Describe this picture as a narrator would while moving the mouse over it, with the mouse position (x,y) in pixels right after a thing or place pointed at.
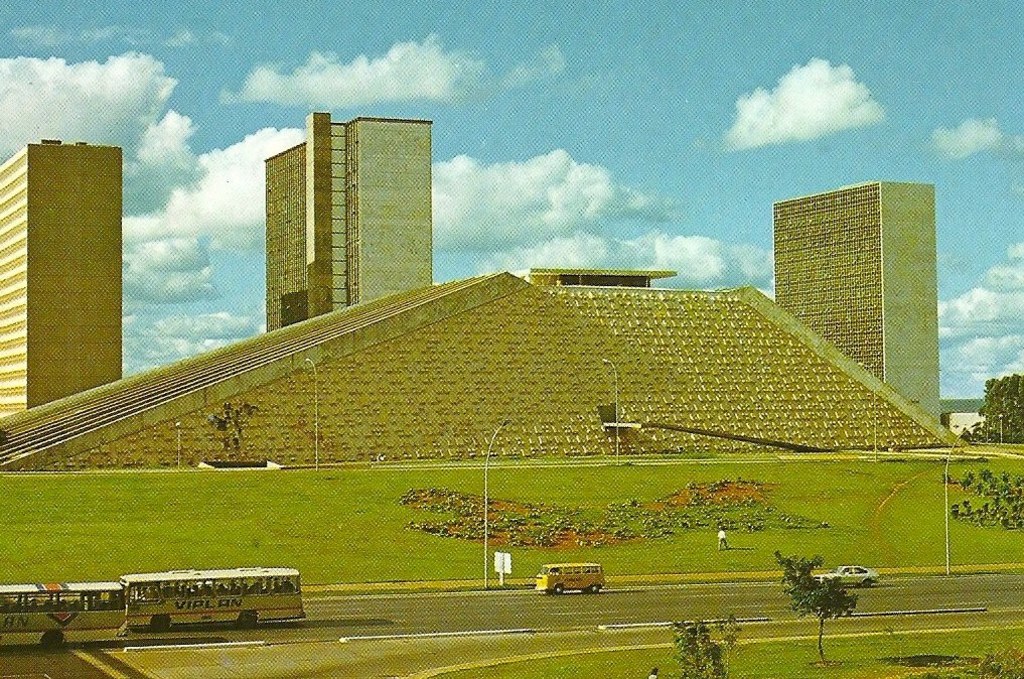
There are tall buildings (311,259) and there is a trapezoid like construction (478,370) and in front of that there is a big garden (338,514), beside the garden (361,531) there is a road (490,613) and there are some vehicles (33,620) moving on the road (681,585).
